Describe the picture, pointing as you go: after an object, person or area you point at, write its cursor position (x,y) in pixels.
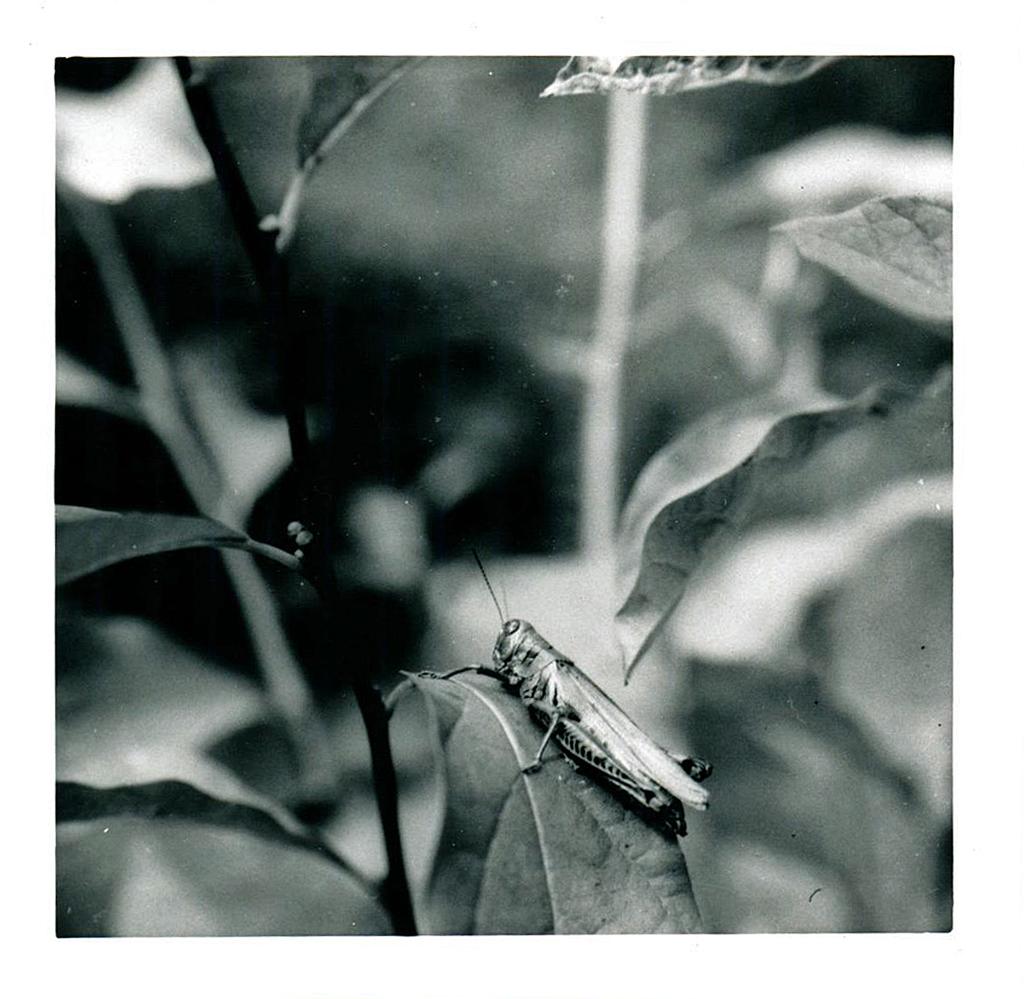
In this image I see an insect (698,764) which is on this leaf (452,726) and I see many more leaves (284,881) on the stems (301,470) and it is blurred in the background (443,282) and I see that this is a black and white image.
